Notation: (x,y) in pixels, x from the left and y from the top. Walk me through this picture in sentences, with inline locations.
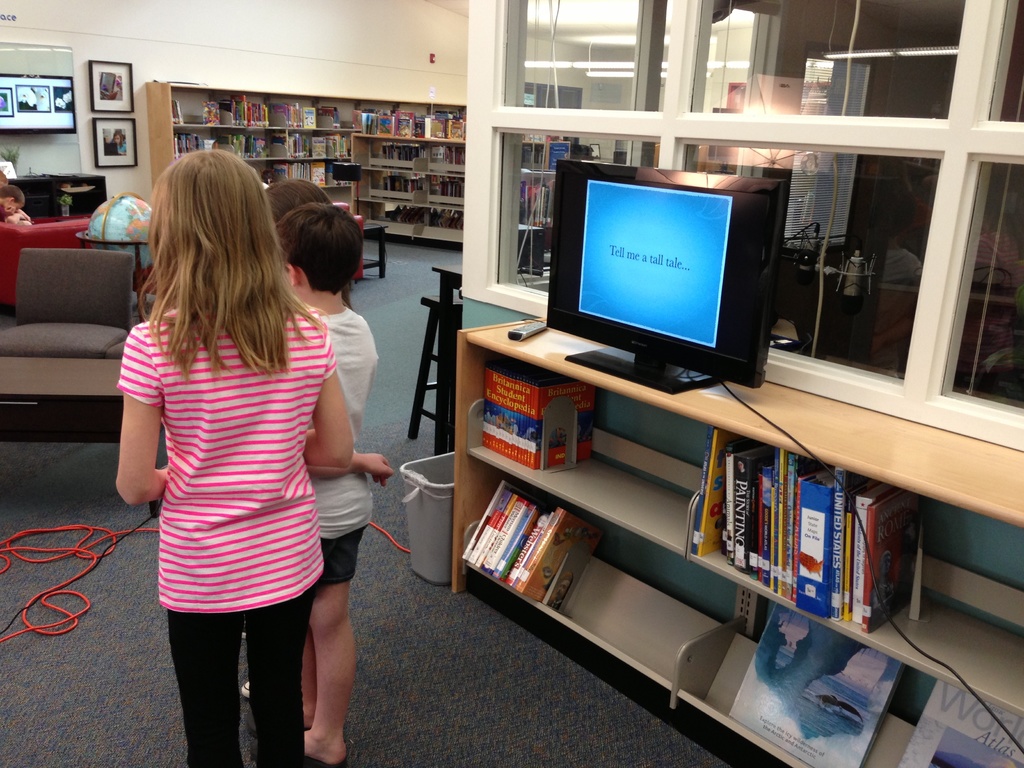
In this image, There is a floor (485,734) which is in grey color, In the left side (229,616) there are some kids (170,449) standing, In the right side (905,438) there is a table (923,472) which is in yellow color on that table (558,366) there is a monitor (661,316) which is in black color, There are some books (716,490) kept in racks (591,466), There is a sofa (74,338) in ash color, There are some books (191,143) kept in the shelf (386,142) and there is a white color wall (225,47) in the background (220,29).
